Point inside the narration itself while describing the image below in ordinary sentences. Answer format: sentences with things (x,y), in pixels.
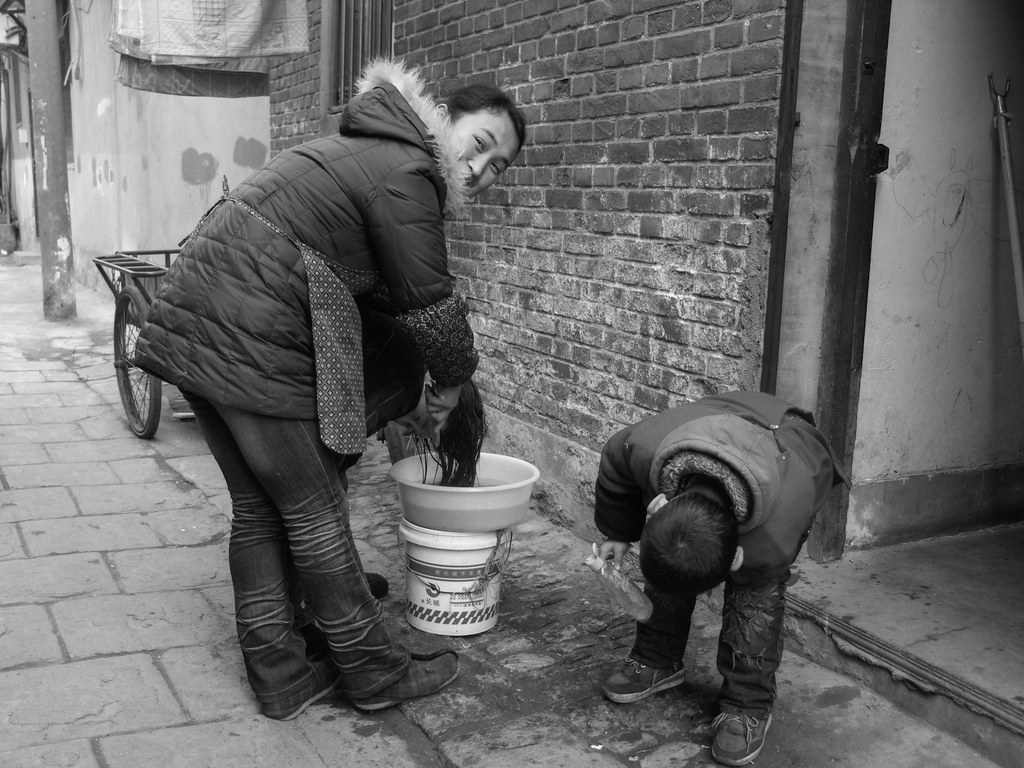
This picture is clicked outside. In the center (380,283) we can see a group of people (307,407) and we can see a bucket (471,552) and a utensil (478,478) containing water (490,482) and we can see a bottle (626,582). In the background (681,208) we can see the wall (626,91), vehicle (115,363) and some other objects (61,88) and we can see the clothes (186,37) seems to be hanging on an object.
